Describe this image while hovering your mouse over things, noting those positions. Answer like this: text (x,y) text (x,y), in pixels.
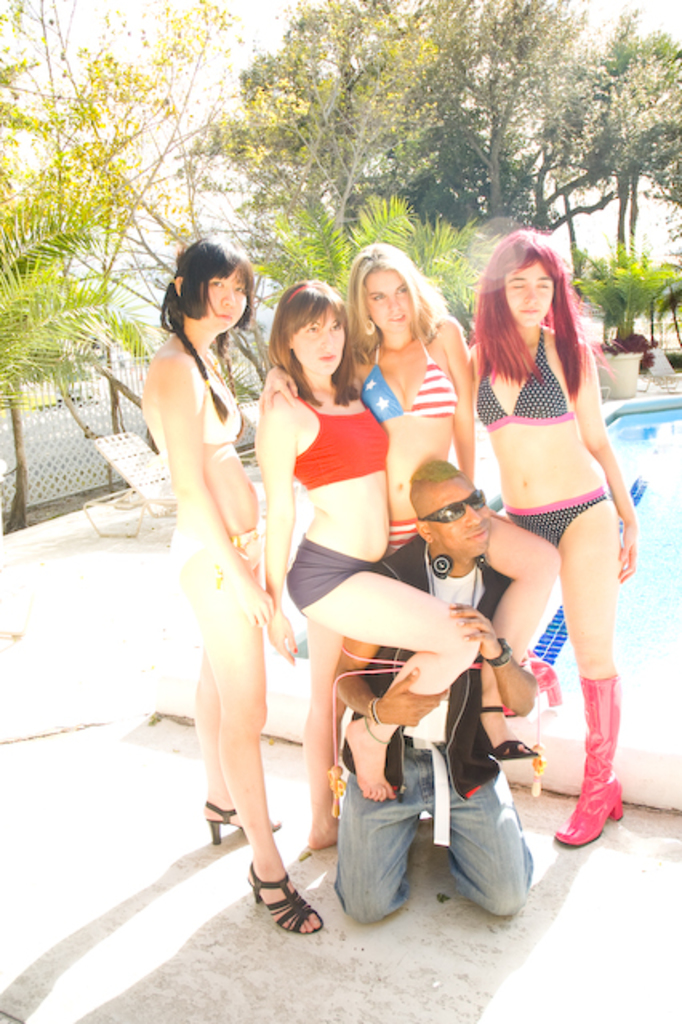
There are four women (175,383) standing here. All of them are in a beach wear (508,506). Two of the women (378,366) in the middle (348,392) are keeping their legs (382,622) on the man (418,540) who is on his knees (359,894). They placed their legs (350,594) on his shoulder (502,575) and the man (446,555) is wearing spectacles (447,517). Behind these four women (501,485) there is a swimming pool (653,509). There are some plants (637,286) and there are trees (454,133). In the background (235,48) we can observe sky (235,35).
